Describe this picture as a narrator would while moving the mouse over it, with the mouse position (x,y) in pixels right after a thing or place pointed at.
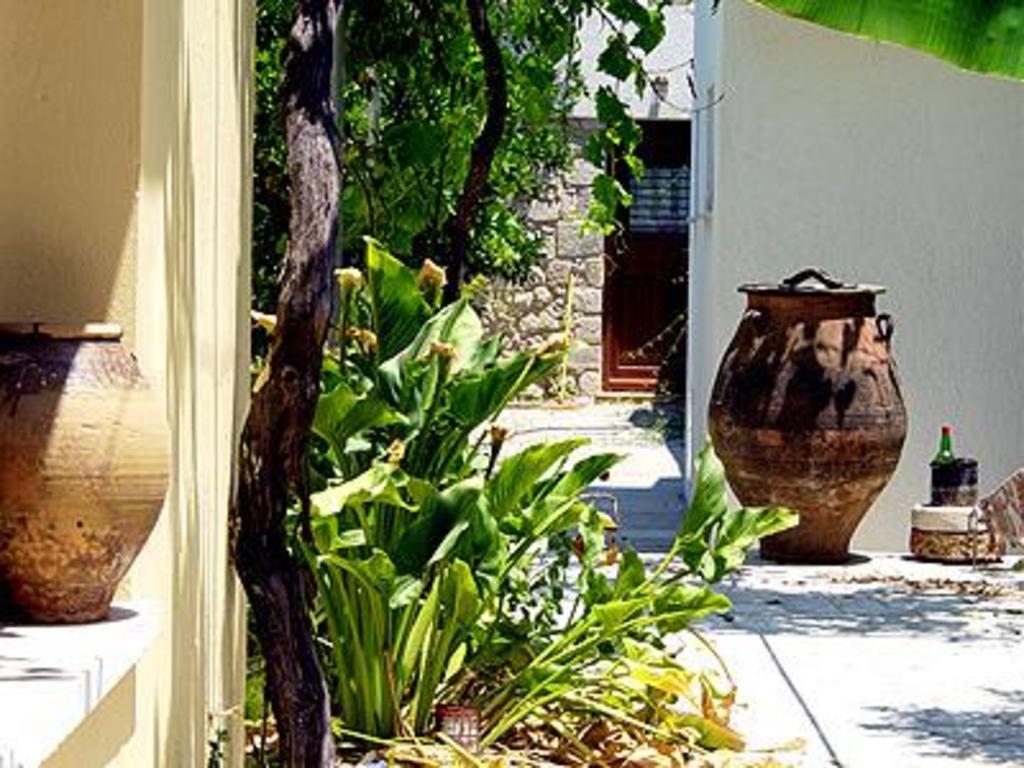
In this image we can see the vases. We can also see some plants (632,578), the walls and a bottle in a stand (930,515) placed on the floor (864,724). At the top right (1008,28) we can see a leaf (1008,28).
